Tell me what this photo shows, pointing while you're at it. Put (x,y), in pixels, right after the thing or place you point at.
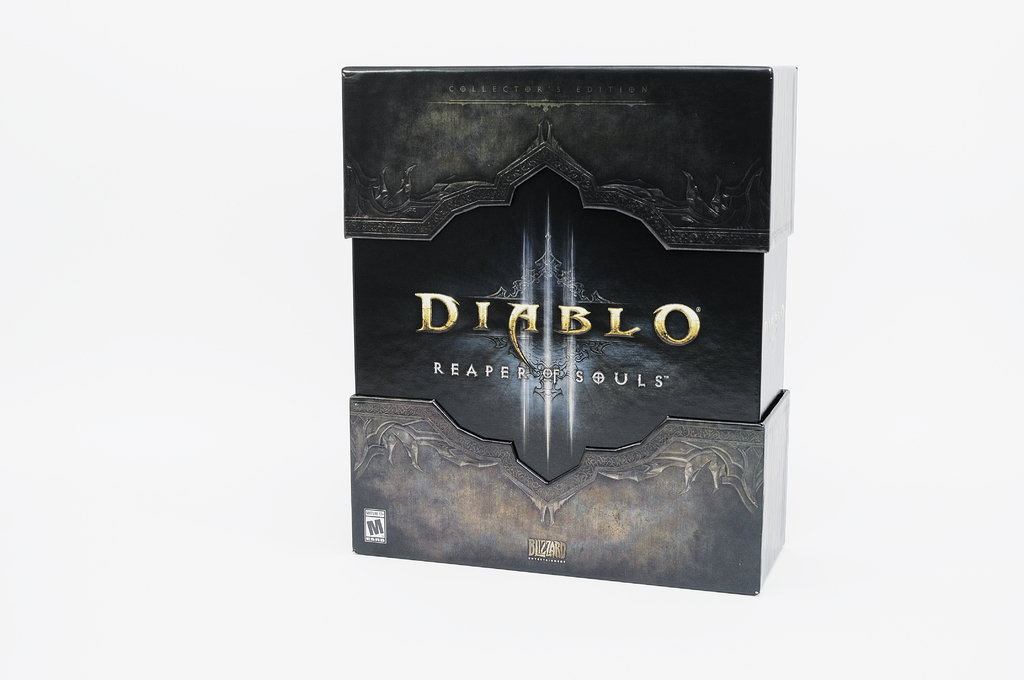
In the picture we can see a box (701,487) and it is black in color and written on it as DIABLO reaper of souls and on the box (592,524) we can see some designs (510,180) to it.
